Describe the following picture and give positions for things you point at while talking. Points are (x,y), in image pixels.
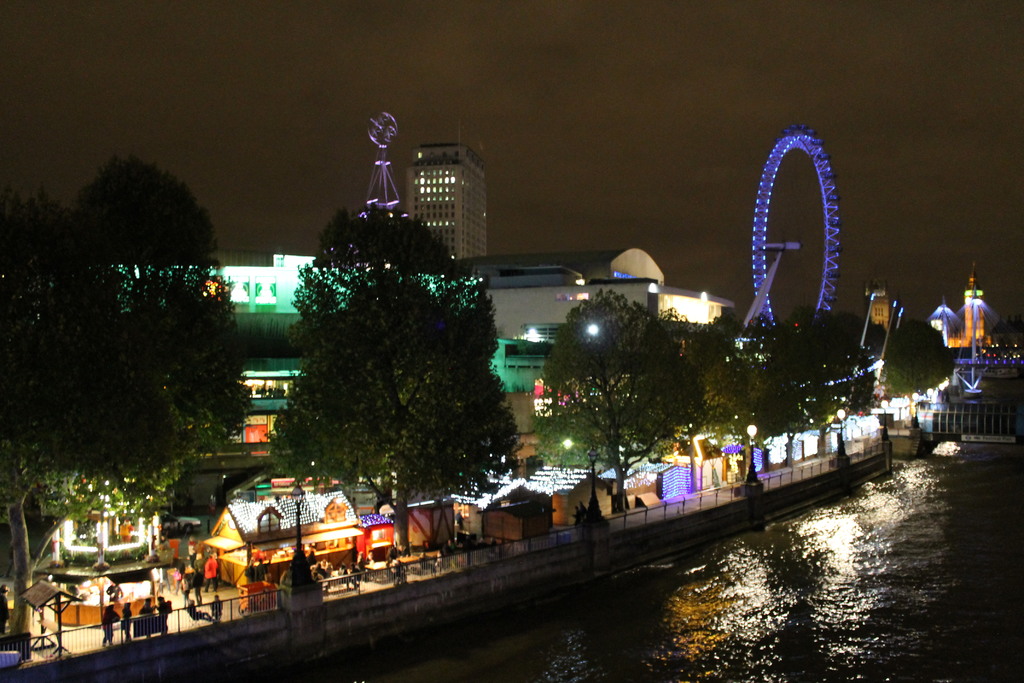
It is the outside view. In this image, we can see so many trees (505,410), buildings (996,333), poles (884,415), lights (141,539), tower (441,220), giant wheel (825,307). At the bottom of the image (860,625), we can see a water (867,593). Here we can see few people (142,610) are there. Top of the image (606,100), there is a sky (583,86).
